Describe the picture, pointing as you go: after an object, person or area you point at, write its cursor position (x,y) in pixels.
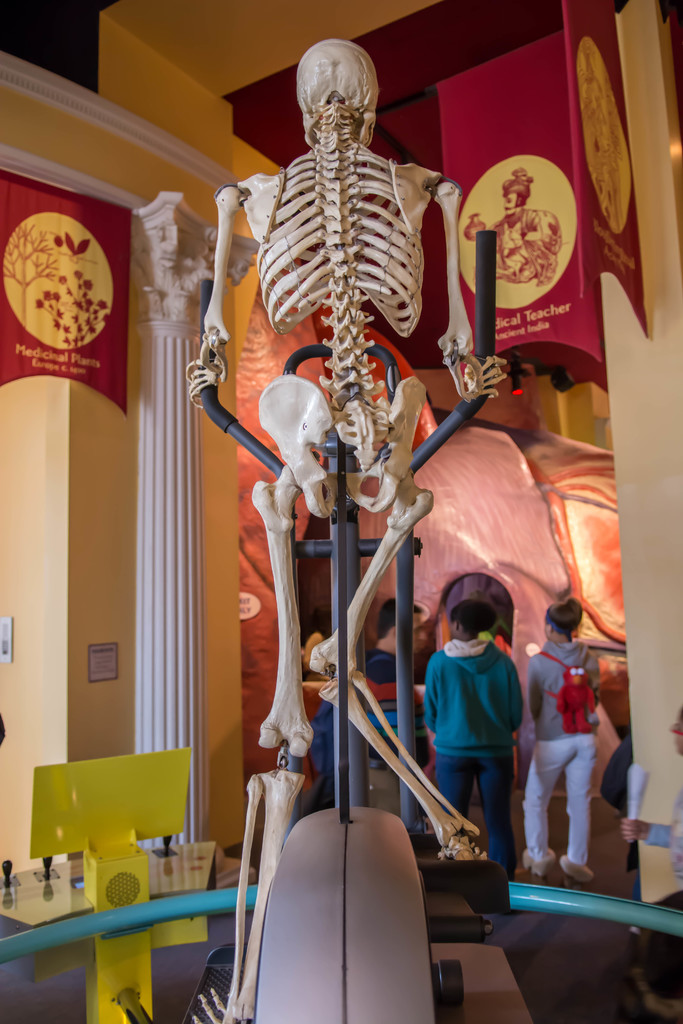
In this image we can see a skeleton (372,743) placed on the stand (388,850). In the background (187,139) we can see walls (211,133), advertisement boards (579,149) and persons (471,780) standing on the floor (562,832).
